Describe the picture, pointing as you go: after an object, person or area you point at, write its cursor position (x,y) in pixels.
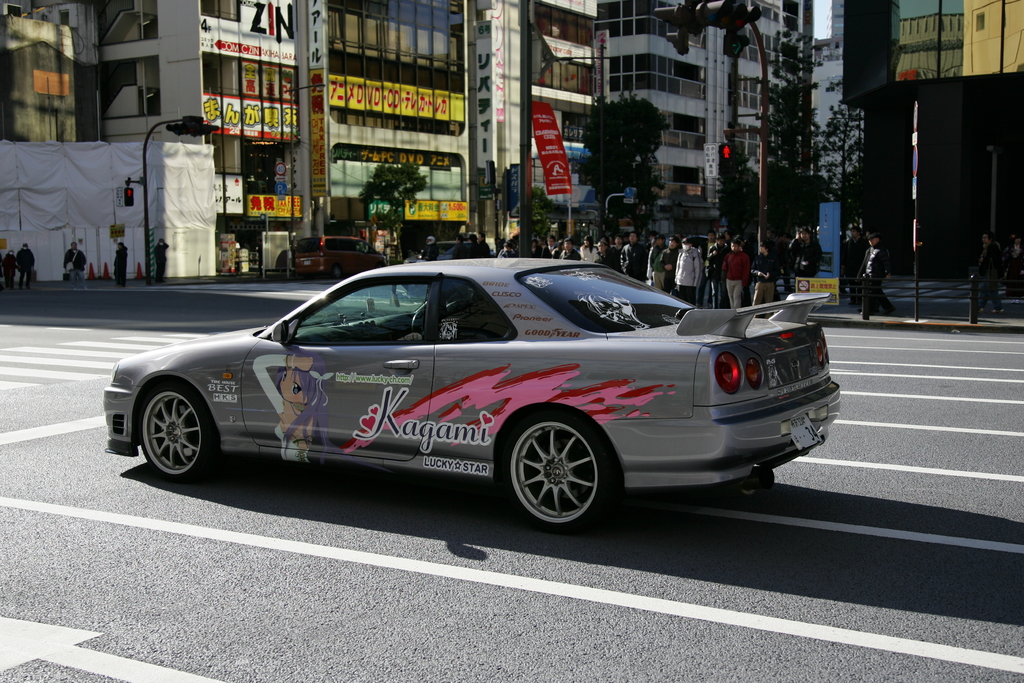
In the middle of the image (527,419) we can see a car (540,510) on the road (686,514), in the background (539,203) we can find group of people (725,275), few trees (775,198), buildings (445,35), poles (527,225) and hoardings (359,159), also we can see traffic lights (718,6).
